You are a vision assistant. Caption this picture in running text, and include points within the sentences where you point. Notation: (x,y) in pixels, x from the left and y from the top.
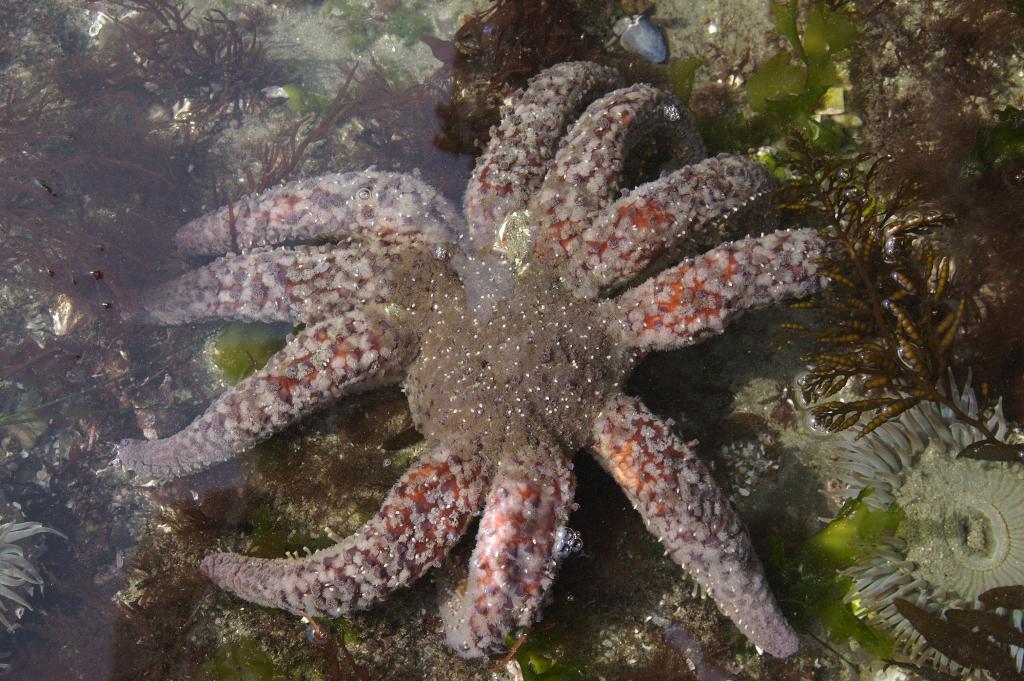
There is a starfish (332,271) in the water (452,562). Also there are plants (812,386) in the water (391,460).
